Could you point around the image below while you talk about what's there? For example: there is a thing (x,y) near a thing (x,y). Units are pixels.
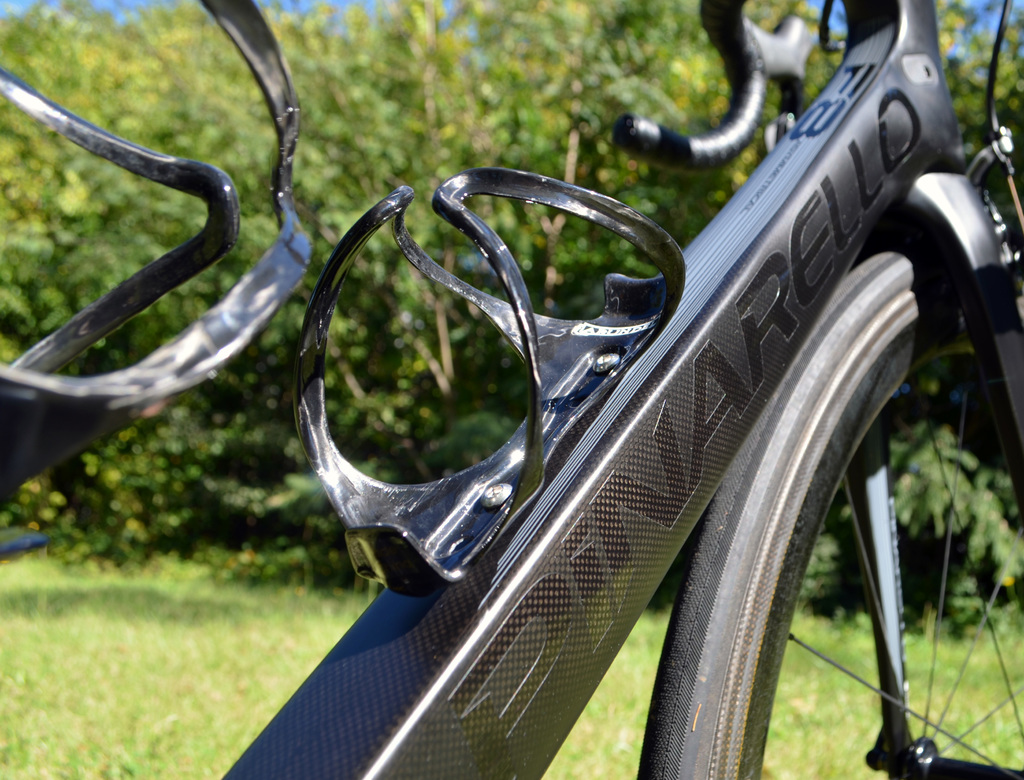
In the picture I can see a black color bicycle (612,497) which has something written on it. In the background (365,344) I can see trees (342,338) and grass (298,656). The background of the image (302,593) is blurred.
